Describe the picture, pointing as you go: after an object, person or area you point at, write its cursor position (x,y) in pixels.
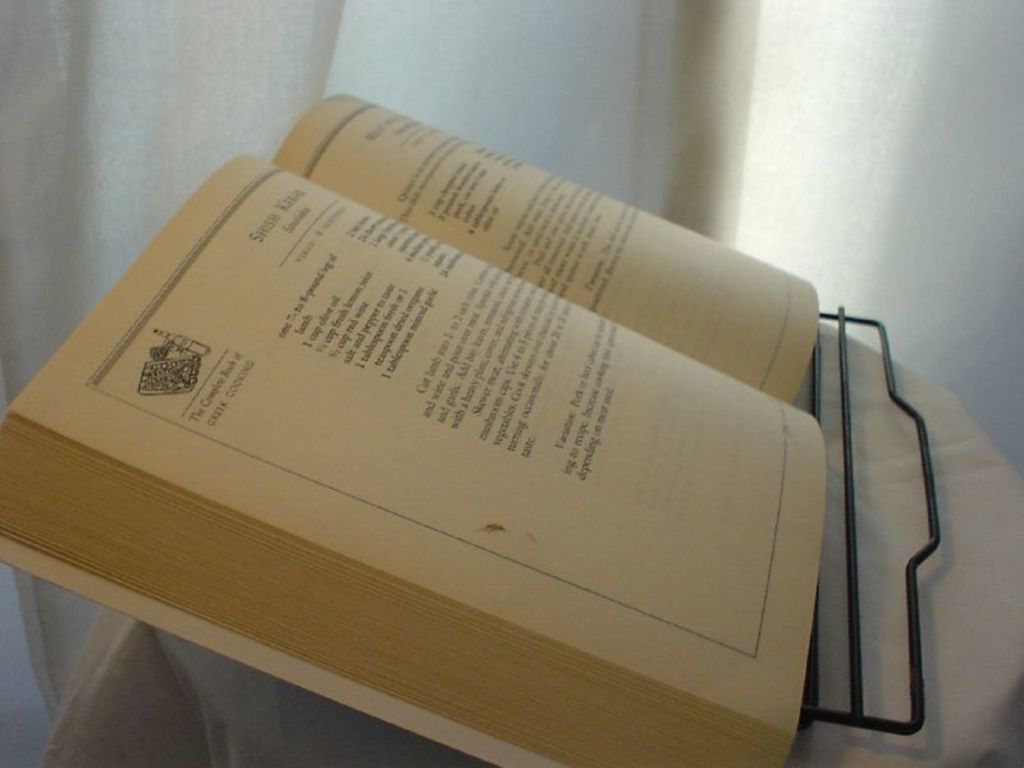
Here we can see a book (655,484) and a cloth (963,683). And there is a white background (718,144).
